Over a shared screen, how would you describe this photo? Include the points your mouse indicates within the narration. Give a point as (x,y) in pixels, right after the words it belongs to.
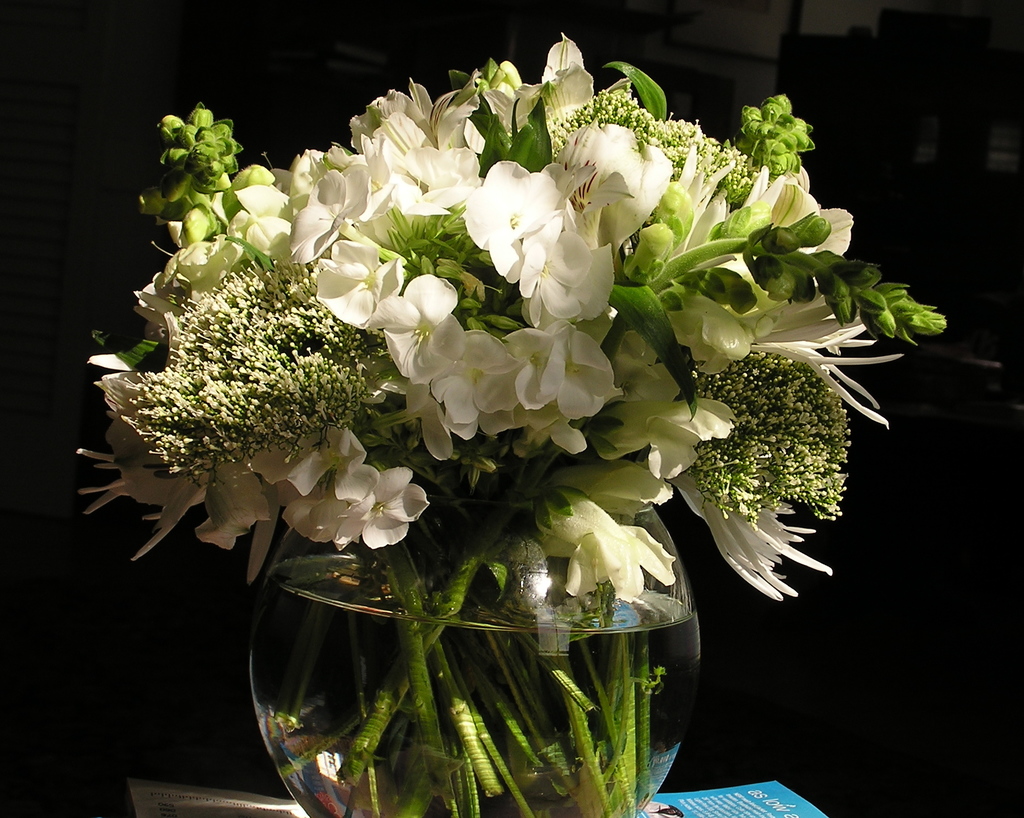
In this image there are so many flowers (311,455) on the glass pot (586,681) on which we can see there is some water (526,708).
